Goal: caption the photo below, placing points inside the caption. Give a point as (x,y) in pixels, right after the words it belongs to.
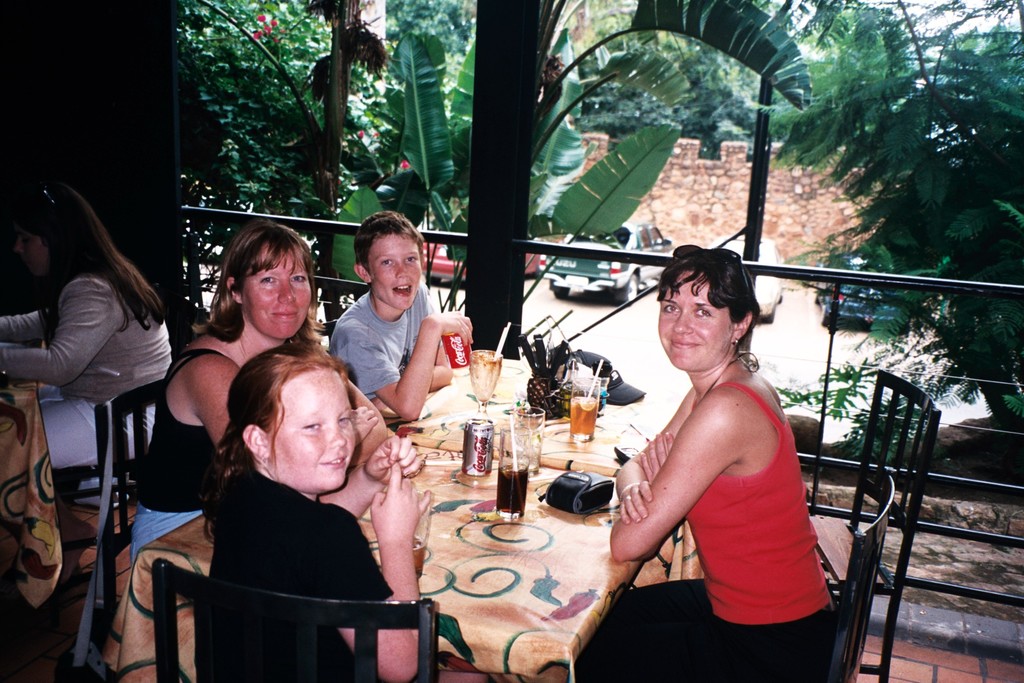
This image is clicked in restaurant (110,210). There are five people (89,272) in this image. In the front (544,627), there is a table (526,608) covered with a cloth (528,588) on which there are glasses (537,440), tins (471,441), camera (579,492) and a cap (620,383). To the right (757,526), the woman (769,546) sitting in the chair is wearing a red dress (755,591). In the front (296,572), the girl (302,545) sitting is wearing black dress (289,554). In the background (430,196), there are trees (975,208), cars (729,244), and wall (689,172).
